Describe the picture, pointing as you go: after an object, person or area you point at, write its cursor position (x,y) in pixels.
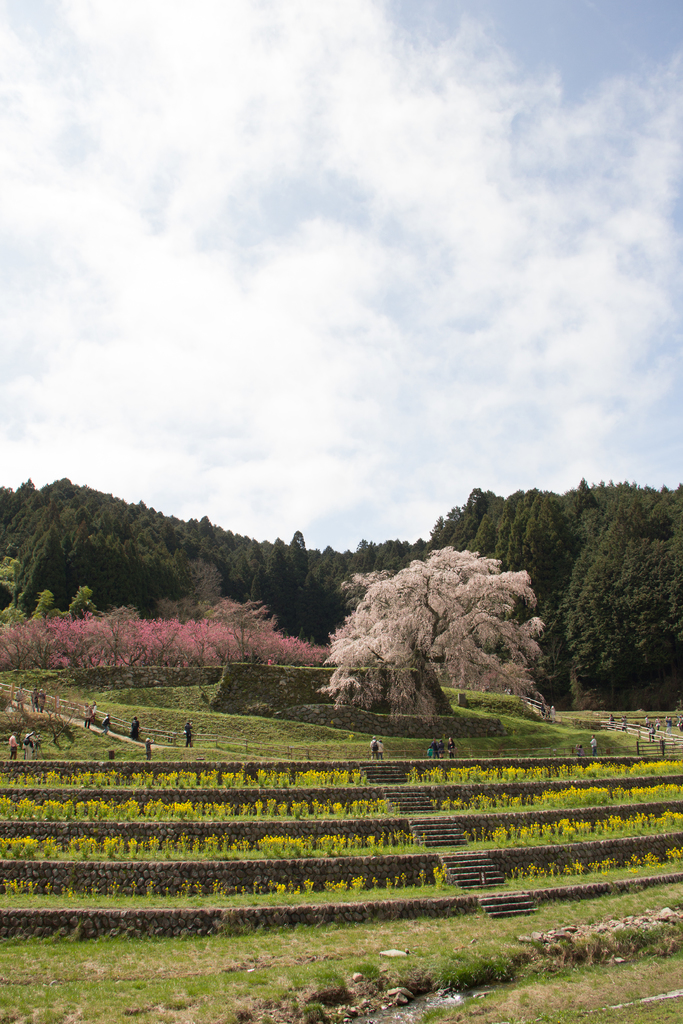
In this picture we can see grass (522,942), some stones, plants (557,830) and flowers (312,801) at the bottom (577,976), there are some people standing in the middle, we can also see stairs (400,790) in the middle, in the background (430,581) there are some trees (390,594), we can see the sky (283,281) at the top of the picture (308,297).
